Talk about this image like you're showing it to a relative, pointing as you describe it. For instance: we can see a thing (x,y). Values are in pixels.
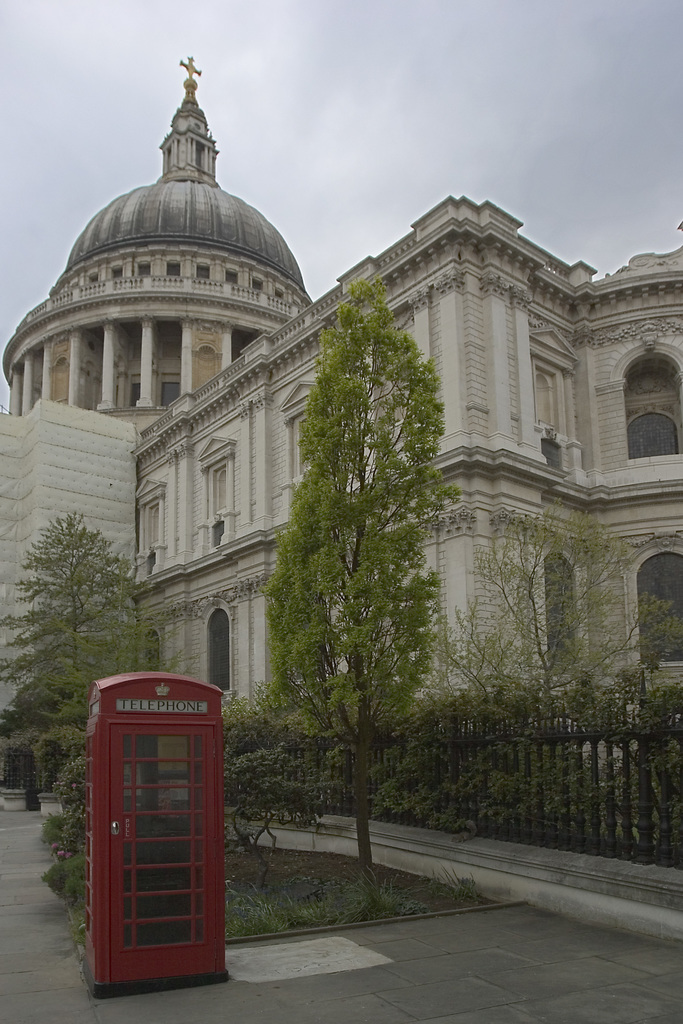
In this image I can see railing (470,743), trees (575,722), plants (277,886), telephone booth (151,777), buildings (255,440) and sky (390,84).
